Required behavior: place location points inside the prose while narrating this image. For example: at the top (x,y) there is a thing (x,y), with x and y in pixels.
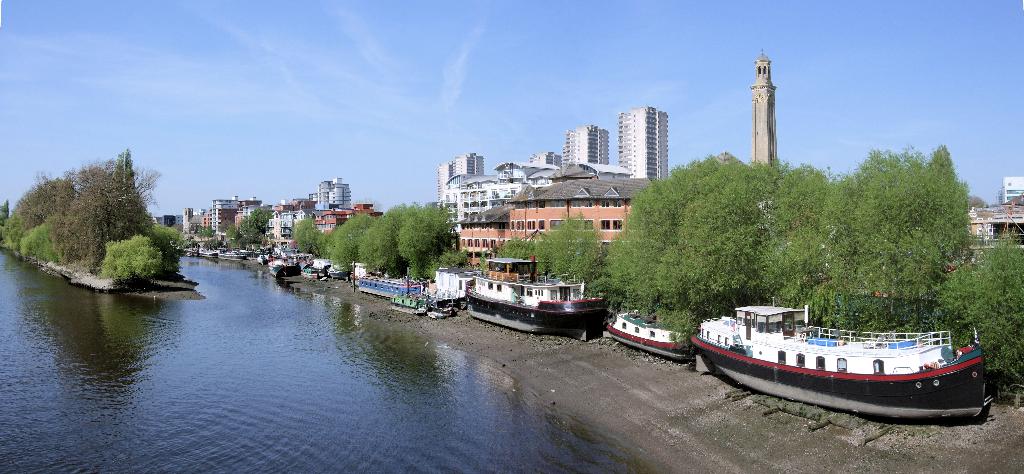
Here we can see water (199,326), trees (113,242), ships (857,347) and boats (223,253). Buildings (450,212) with windows (554,225).
